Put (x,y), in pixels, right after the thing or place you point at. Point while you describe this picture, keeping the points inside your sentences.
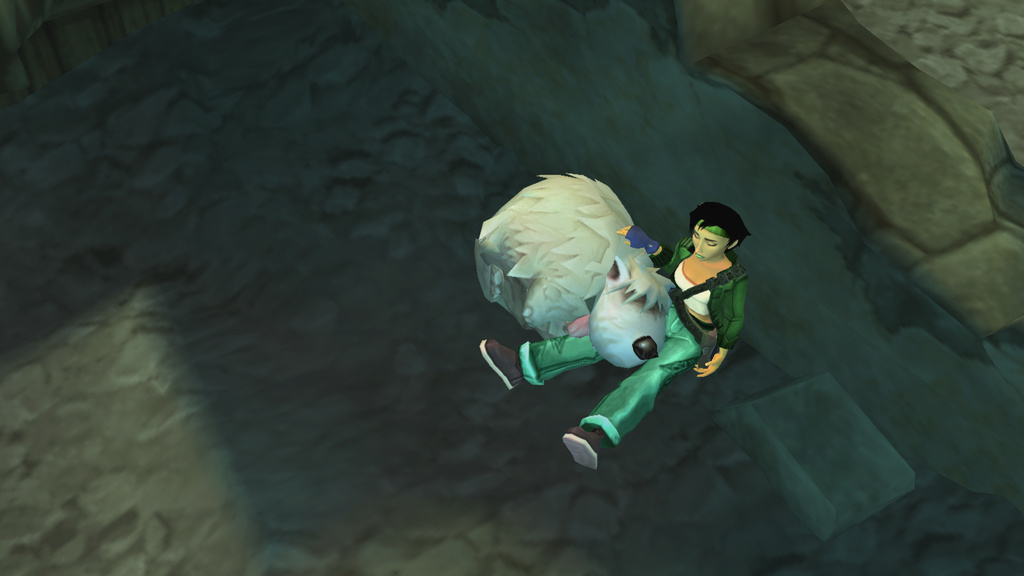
This is an animated picture. In the center of the picture (648,331) there is a woman (698,276) and a dog (588,261). On the right (905,172) it is wall (896,147). On the left (176,191) it is floor (161,312).
